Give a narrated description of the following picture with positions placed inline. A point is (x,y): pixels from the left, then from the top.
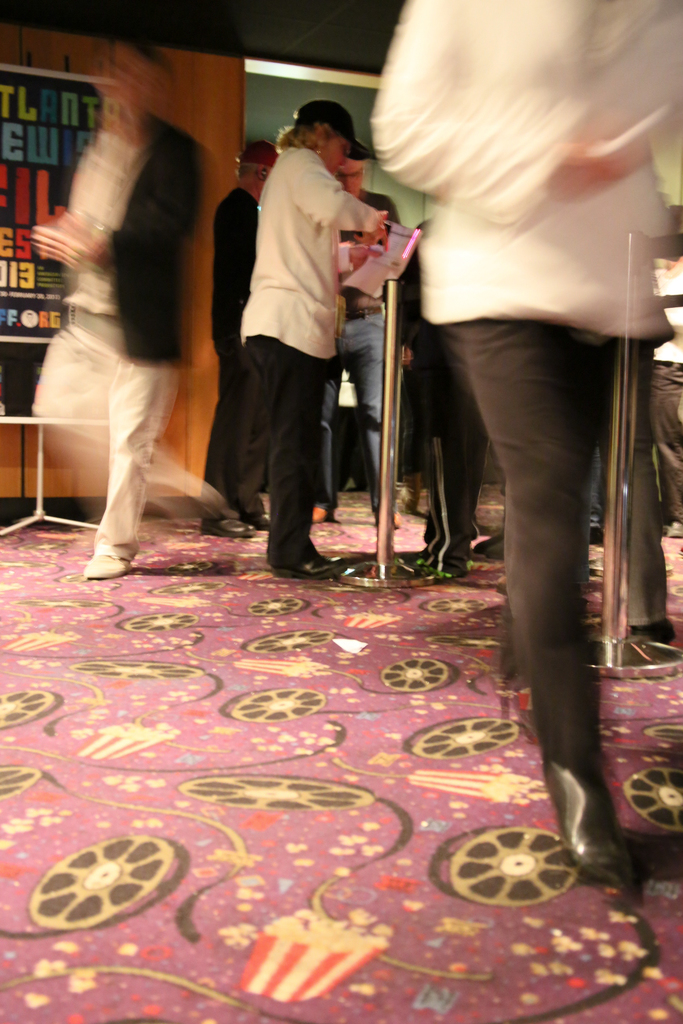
In this image we can see a few people (317,456) standing on the floor (364,495), among them some are carrying the objects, there is a board (20,182) with some text (40,287) on it, also we can see some rods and the wall (211,201).
